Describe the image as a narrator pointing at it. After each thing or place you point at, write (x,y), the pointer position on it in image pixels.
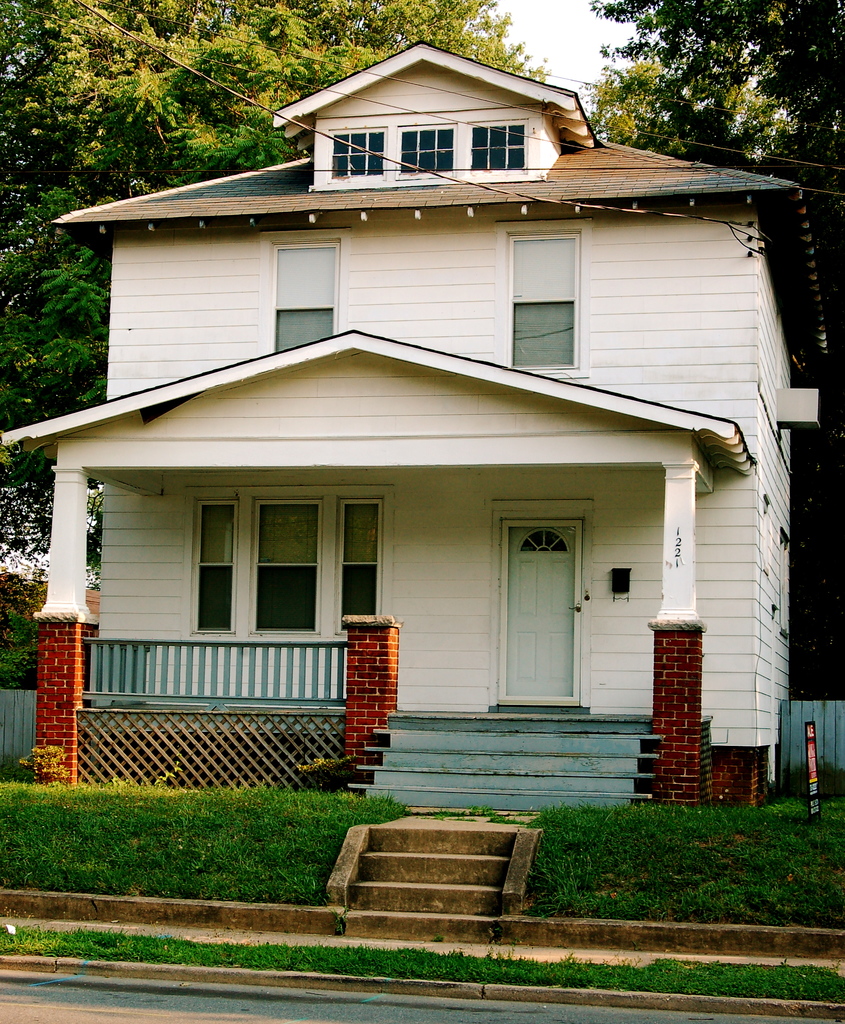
In this picture there is a house (383,295) and at front (192,839) there is a grass (146,854) on the surface (211,848) and at the back side (173,87) there are trees (708,74).
